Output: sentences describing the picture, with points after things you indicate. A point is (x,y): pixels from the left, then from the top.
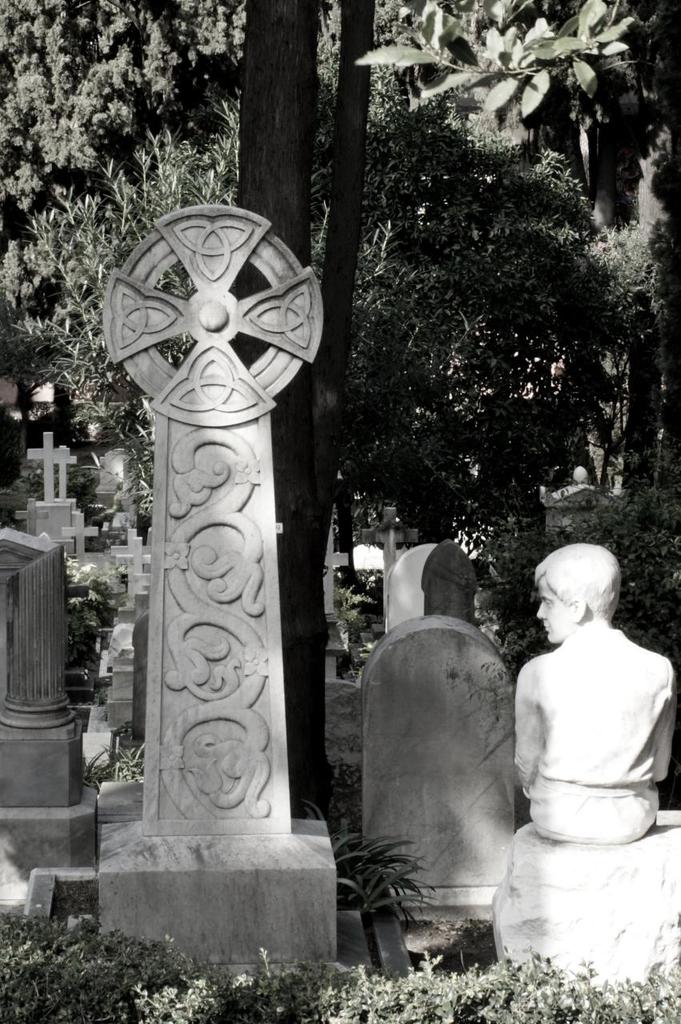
In this picture we can see some graves (395,697) and a memorial (234,583), in the background (488,209) there are some trees (356,292), we can see Christianity symbols (322,322) here.
